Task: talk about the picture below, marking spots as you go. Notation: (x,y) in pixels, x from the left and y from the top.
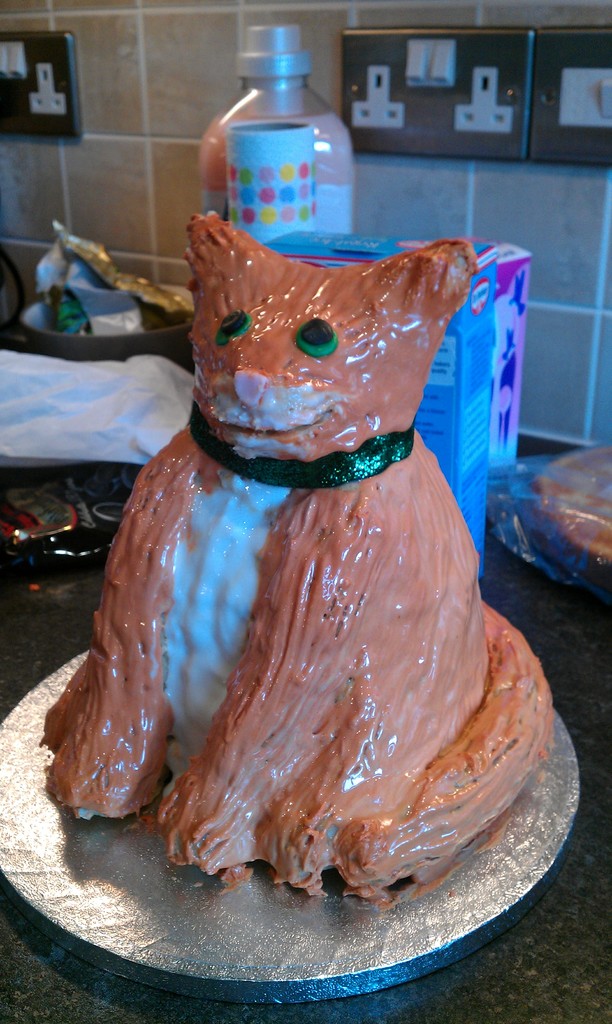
This picture is mainly highlighted with a cake (281,637), bottle (340,122), boxes (490,365), food (583,505) in a box (541,497), packets (82,291) on the kitchen platform (16,635). On the background (139,156) we can see sockets (495,92) and wall (396,194) with tiles (574,252).
